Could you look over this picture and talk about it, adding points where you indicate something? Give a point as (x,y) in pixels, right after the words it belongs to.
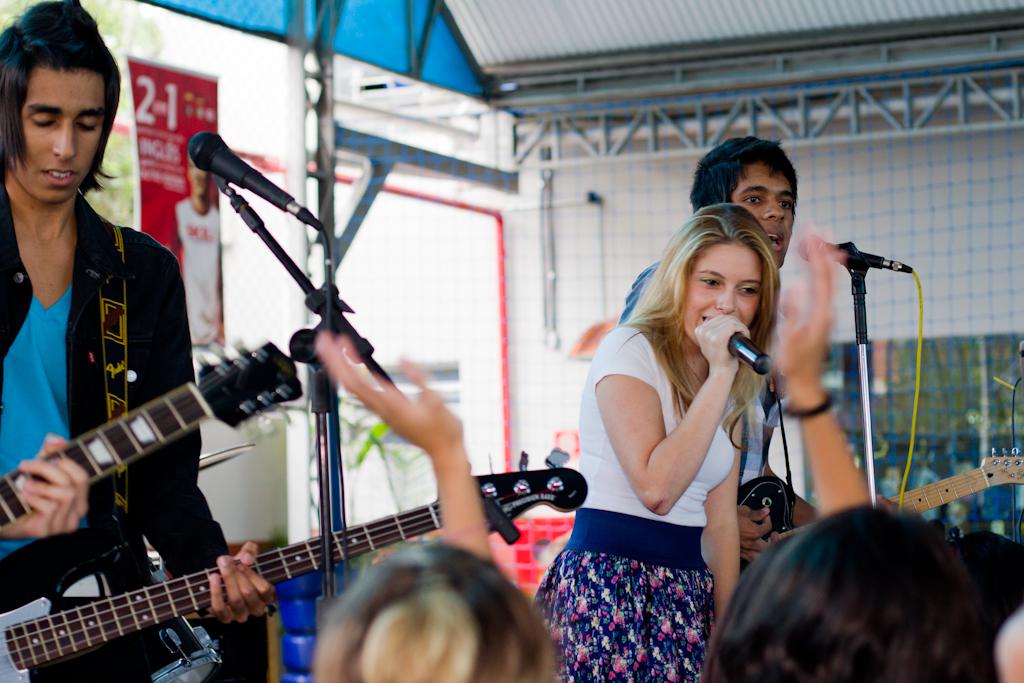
In this picture we can see two persons (730,564) standing and singing and using mics (847,253). Here we can see one man (103,412) standing in front of a mike (328,340) and playing guitar (207,592). On the background (560,279) we can see mesh (898,182). This is a shed (615,41).
